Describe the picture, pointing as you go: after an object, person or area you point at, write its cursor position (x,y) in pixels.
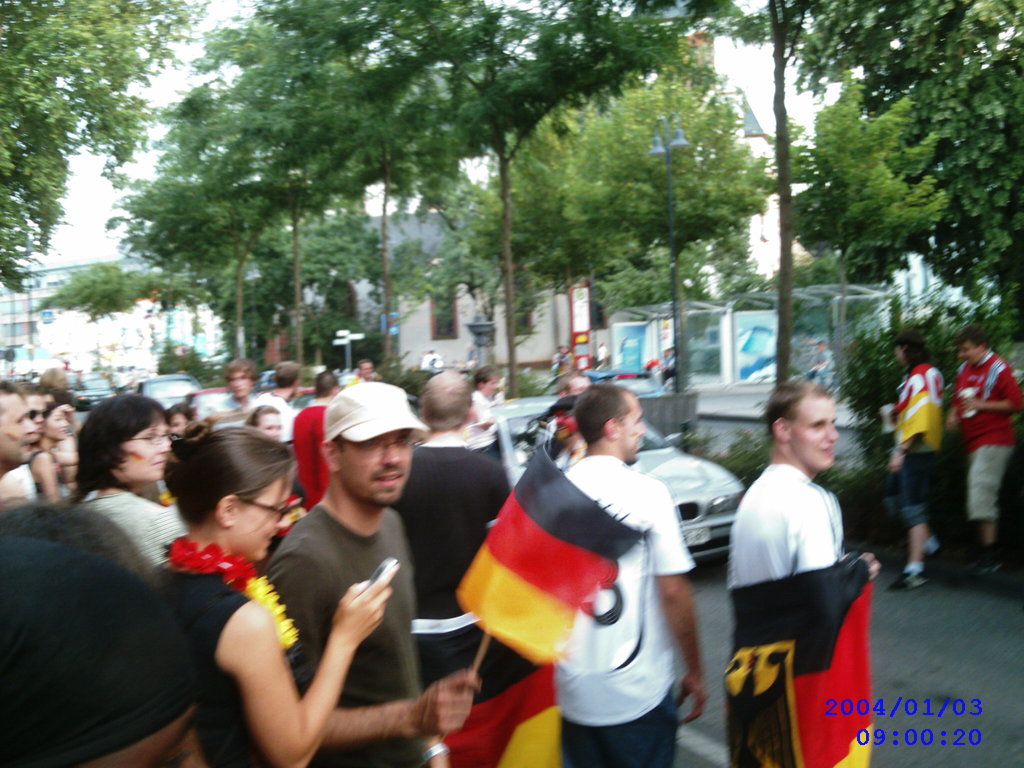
In this image we can see many people (477,510) and few people (279,592) holding some objects (538,599) in their hands (337,625). There are many buildings (371,305) in the image. There are many trees (508,292) in the image. There are few vehicles (671,480) in the image. We can see the sky (235,26) in the image.
